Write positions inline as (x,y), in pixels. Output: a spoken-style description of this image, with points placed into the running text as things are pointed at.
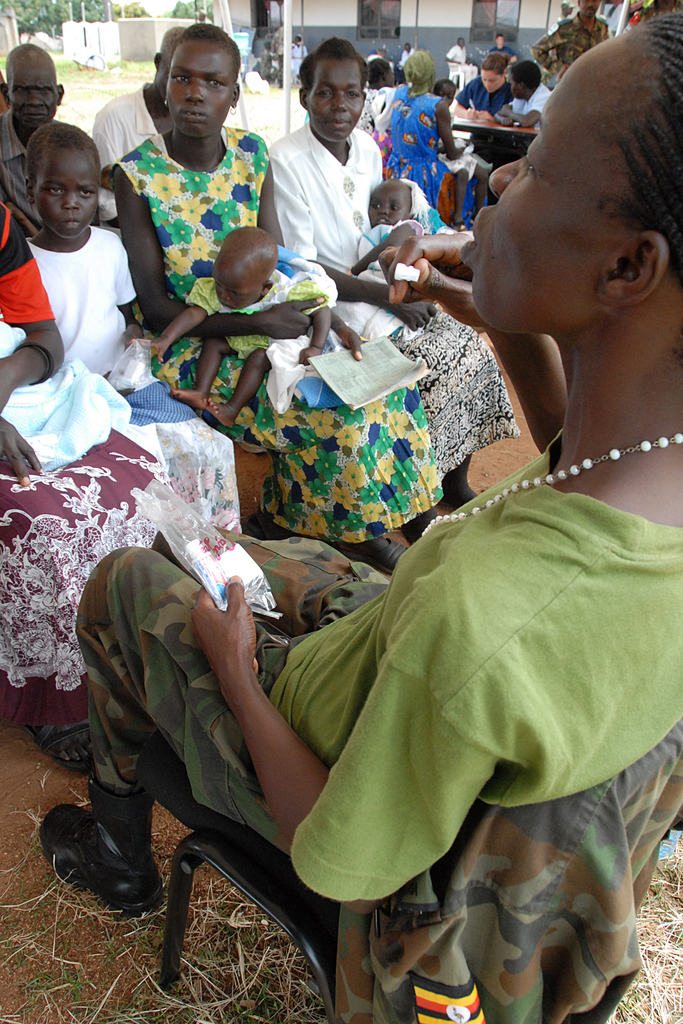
In this picture we can observe some people (45,202) sitting in the chairs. There are men (164,98) and women (303,182) in this picture. We can observe some babies (241,346). There is some dried grass (194,889) on the land (243,985). In the background (261,28) we can observe a building (360,23).
